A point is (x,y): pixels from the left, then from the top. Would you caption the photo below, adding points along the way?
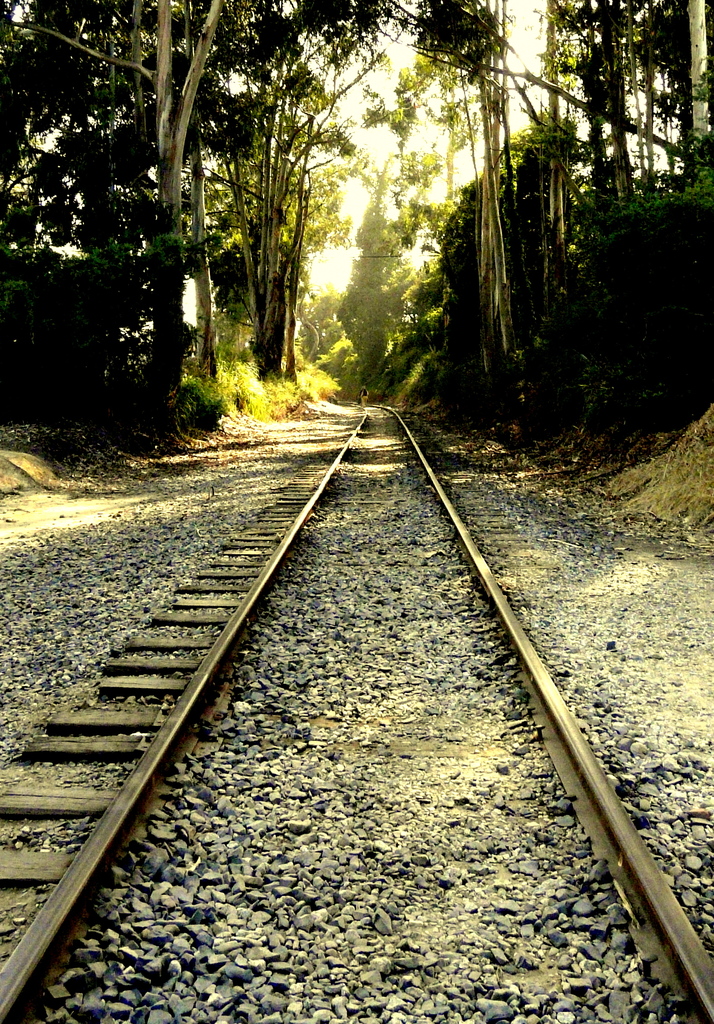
In this image there is a railway track (382,441), at the top there are some trees (325,178) and the sky (375,101), there are some stones (289,698) visible on the railway track (425,699).
